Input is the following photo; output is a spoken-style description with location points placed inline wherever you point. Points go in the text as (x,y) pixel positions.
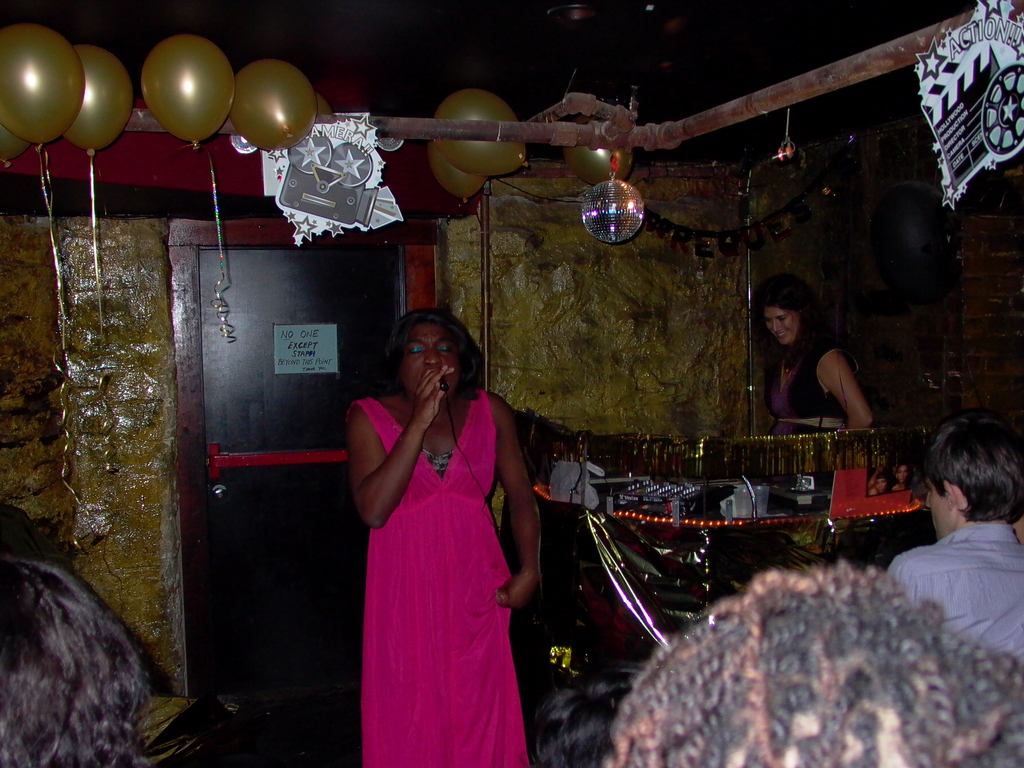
In this image we can see a woman (423,641) standing on the floor (345,749) holding a mic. We can also see a woman (781,410) standing beside a table (810,514) containing some objects (798,484), a device (691,497) and a container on it. On the bottom of the image (646,669) we can see some people (756,712). We can also see a wall (181,617), a paper (296,370) with some text (305,359) on a door (288,314), some balloons (471,189) with ribbons (220,228) to a roof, a ball (594,215) and some papers (345,221) on a metal rod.
